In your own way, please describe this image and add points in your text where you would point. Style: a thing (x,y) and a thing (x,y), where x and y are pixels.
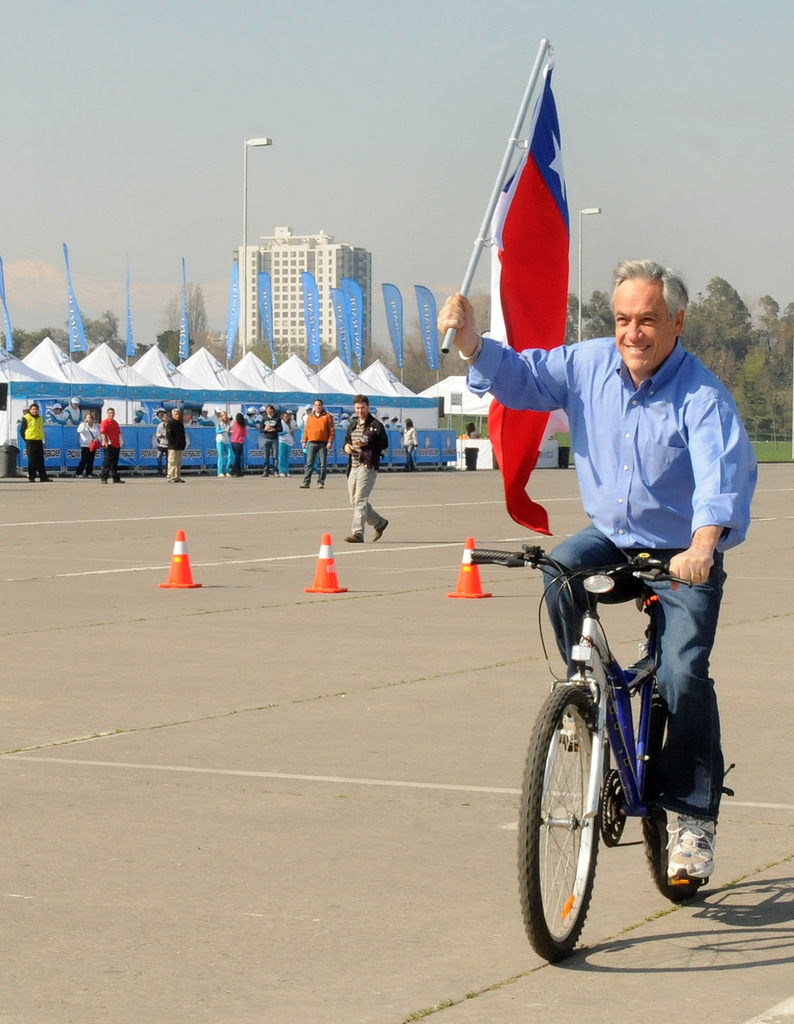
In this image on the right (582,635) there is a man (599,473) he is riding bicycle (571,761) he wear blue shirt (638,494), trouser (671,787) and shoes (674,865) he is holding flag (532,235). In the background (358,465) there are many people (368,469), tents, flags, building (297,275), trees (692,343), street light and sky (222,143).
